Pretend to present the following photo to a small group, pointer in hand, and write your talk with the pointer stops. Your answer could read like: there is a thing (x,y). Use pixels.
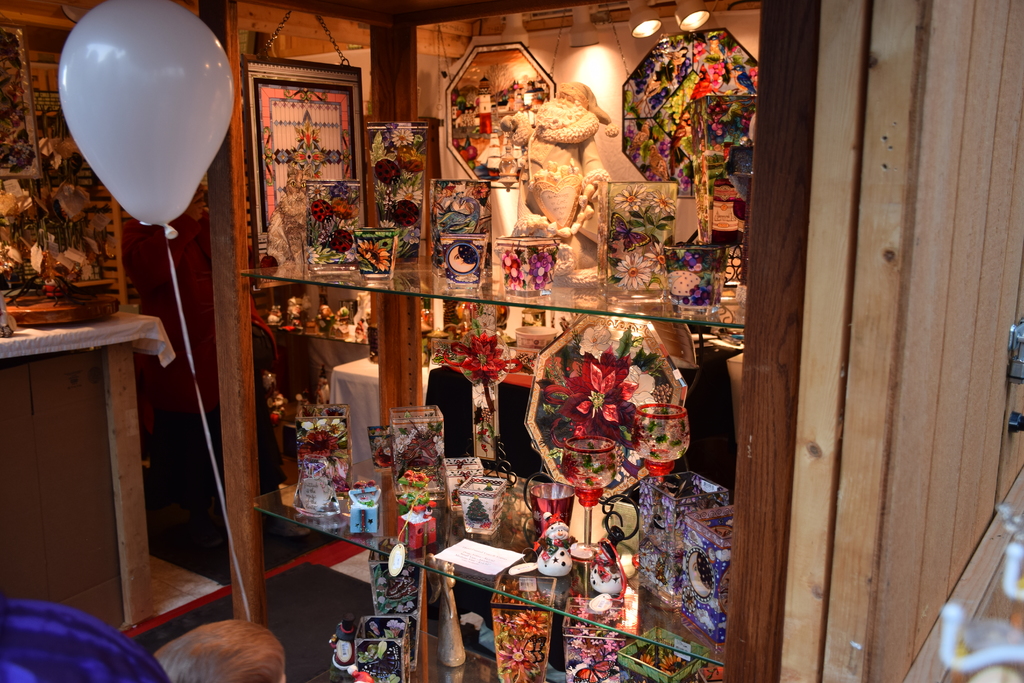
In this image I can see a couple of decorative objects (587,243) arranged on a shelf (521,505) of a wooden cupboard (785,508). I can see a potted plant (68,275). I can see a boy (228,644) is standing and holding a balloon (115,150) in his hand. This seems to be a gift shop (537,509).
